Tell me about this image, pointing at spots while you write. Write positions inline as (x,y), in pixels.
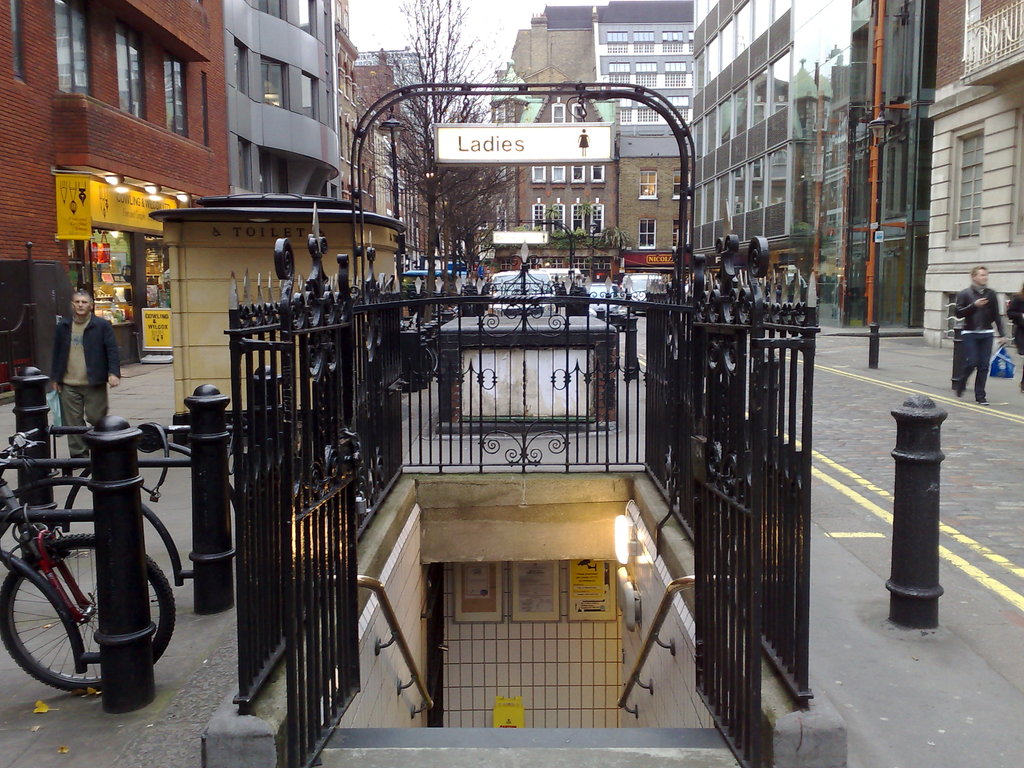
In this picture we can see a fence (480,296) and behind the fence (511,302) there are some vehicles (552,278) on the road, trees (463,185), buildings (588,120) and a sky (480,3). On the left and right side of the fence (661,279) there are some people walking on the path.
